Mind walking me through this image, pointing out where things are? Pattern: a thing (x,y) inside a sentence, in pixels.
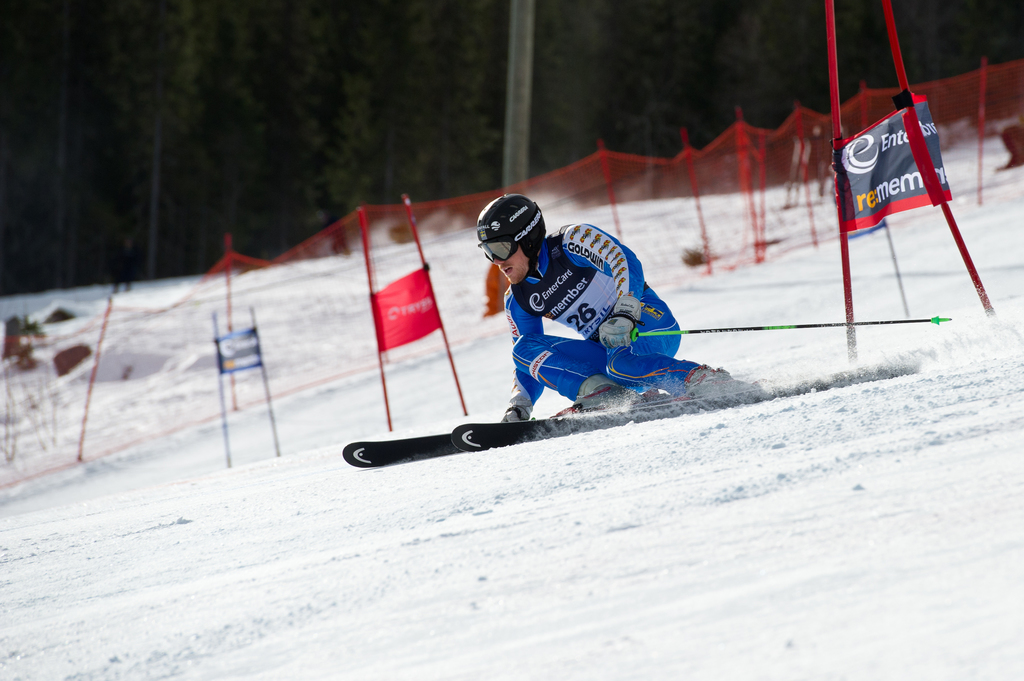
In this image we can see a person (625,326) is skiing on the ski boards (565,429) on the snow (546,406) and holding a stick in the hand (616,337). In the background (550,189) there is a fence (234,267), banners (232,345) on the stands (217,334) and trees (228,116).
